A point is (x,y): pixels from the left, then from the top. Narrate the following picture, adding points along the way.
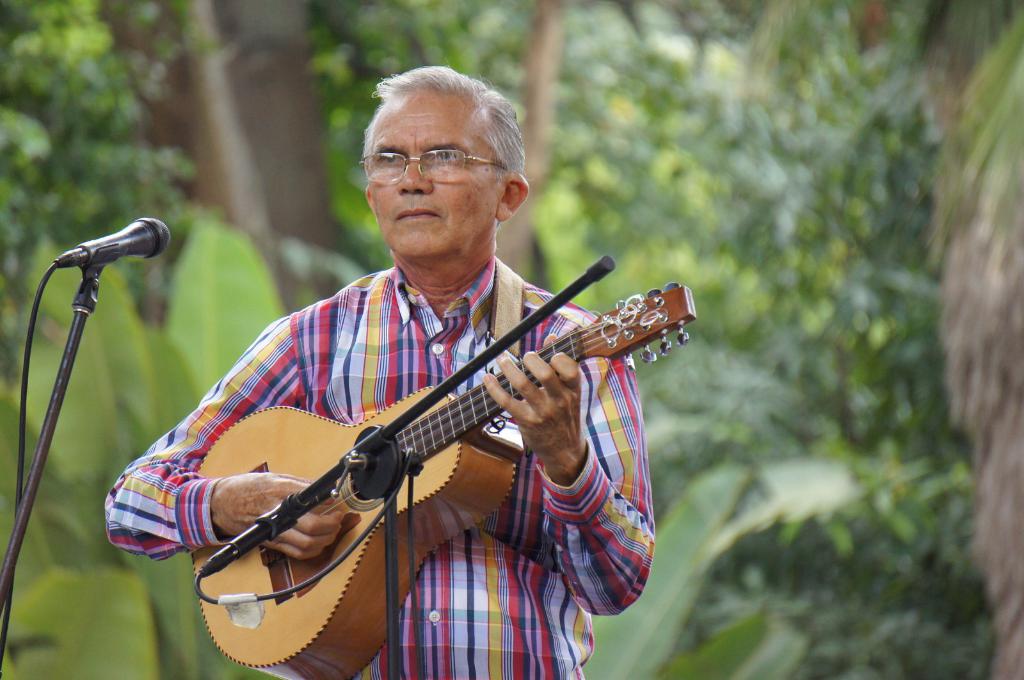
In this image a man (587,643) is standing holding a guitar (329,594) in his hand (247,520) and playing the music. This image is taken in outdoors. In the left side of the image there is a mic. In the background (151,261) there are many trees (338,193) and plants (770,548).
